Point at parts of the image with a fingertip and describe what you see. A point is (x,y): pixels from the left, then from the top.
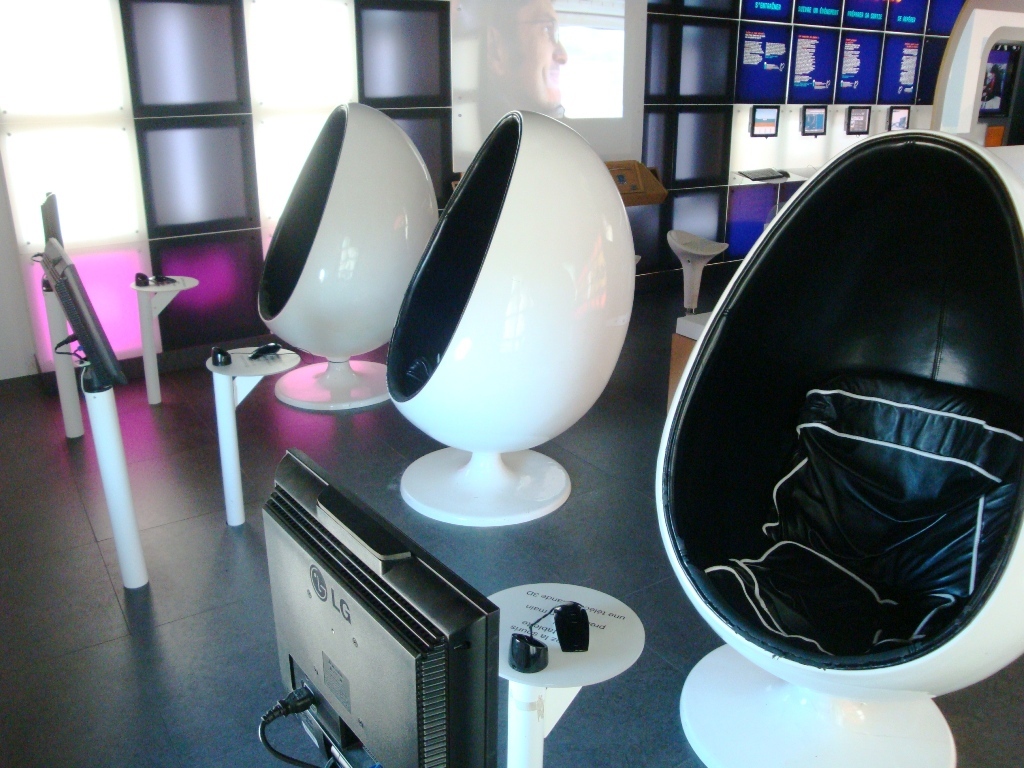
In this image in the center (535,423) there are objects (570,426) which are white in colour and there is a monitor (404,646). In the background (392,81) there is a screen (563,67) and there are monitors (809,121) on the wall (836,120) and in front of the wall (467,91) there are stands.
